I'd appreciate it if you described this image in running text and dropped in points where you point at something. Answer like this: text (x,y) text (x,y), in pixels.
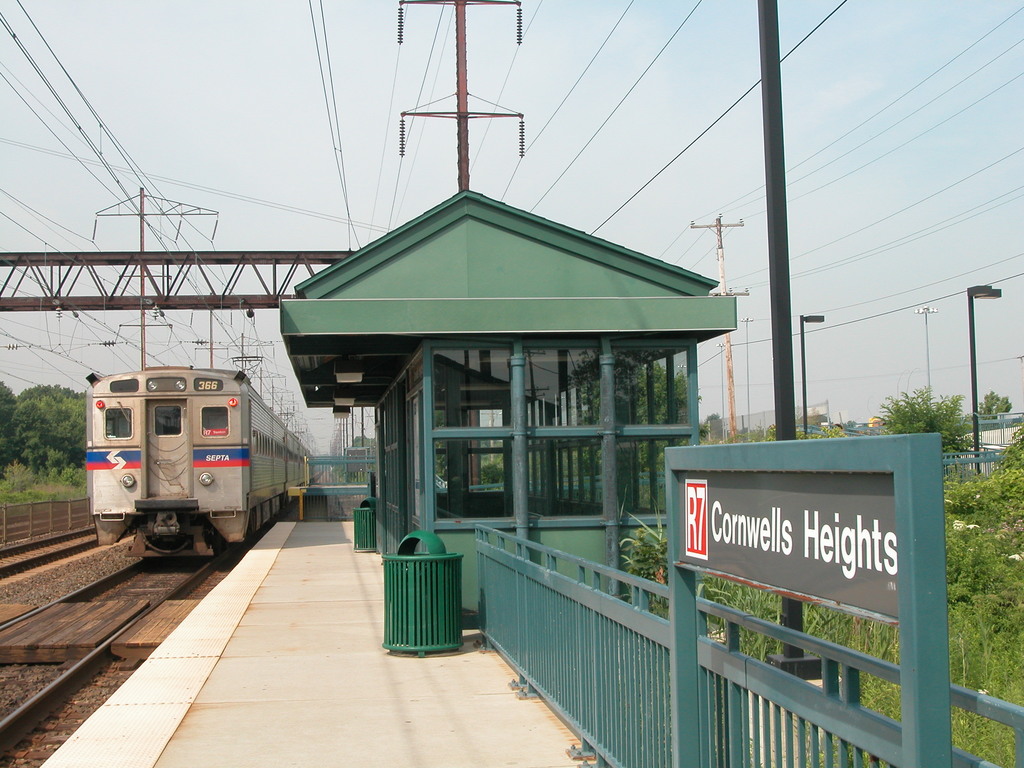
There is a train (264,522) on the track (11,756). Here we can see a shed (560,543), board (734,538), fence (655,732), bins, plants (716,629), poles (788,306), and trees (75,460). In the background (762,161) there is sky (220,171).
